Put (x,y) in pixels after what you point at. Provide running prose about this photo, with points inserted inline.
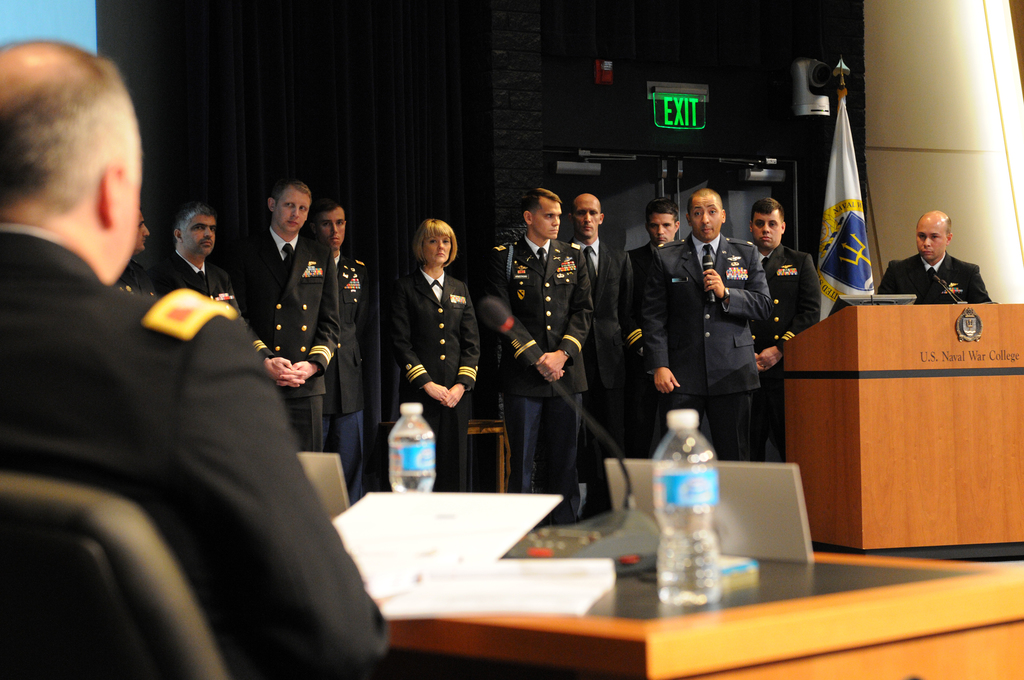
In this picture there are a group of people (578,225) standing, and one of them is holding the microphone (708,255) and in the left (46,287) there is a man (78,52) sitting.
